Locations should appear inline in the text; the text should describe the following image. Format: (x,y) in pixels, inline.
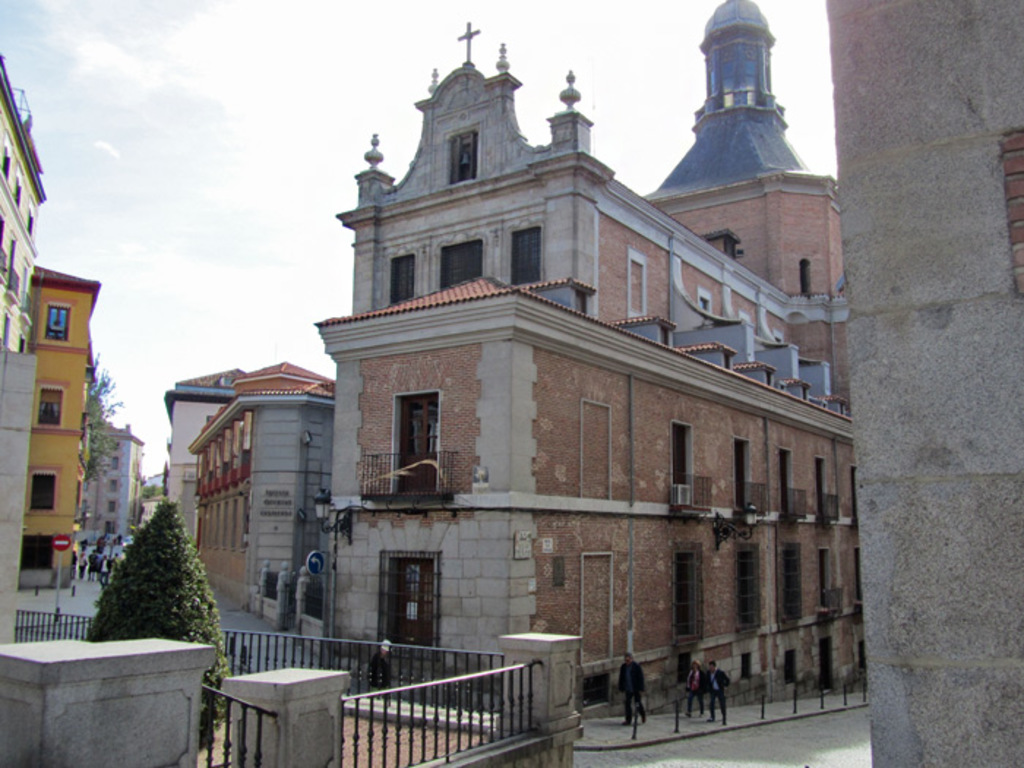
In this picture we can see there are buildings (133,438) and trees (132,571). At the bottom of the image (251,651), there are iron grilles (234,669). Behind the iron grilles (395,670), there are three persons (628,698) walking on the walkway (647,725) and there are lane poles (676,714). On the right side of the image (902,331), there is a wall (872,383). Behind the buildings (27,236), there is the sky (192,306).
